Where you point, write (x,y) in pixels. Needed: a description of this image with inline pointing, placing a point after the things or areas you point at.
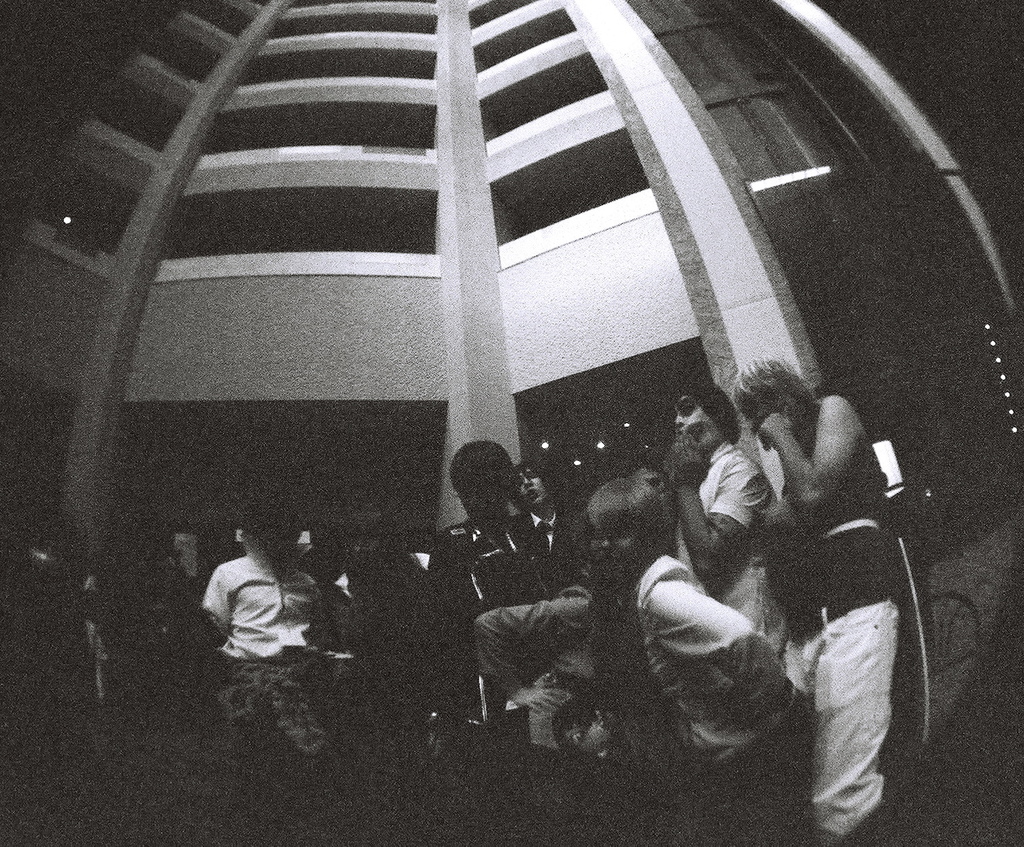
This is a black and white image and we can see a building (583,299) and there are people (649,641) and some lights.
